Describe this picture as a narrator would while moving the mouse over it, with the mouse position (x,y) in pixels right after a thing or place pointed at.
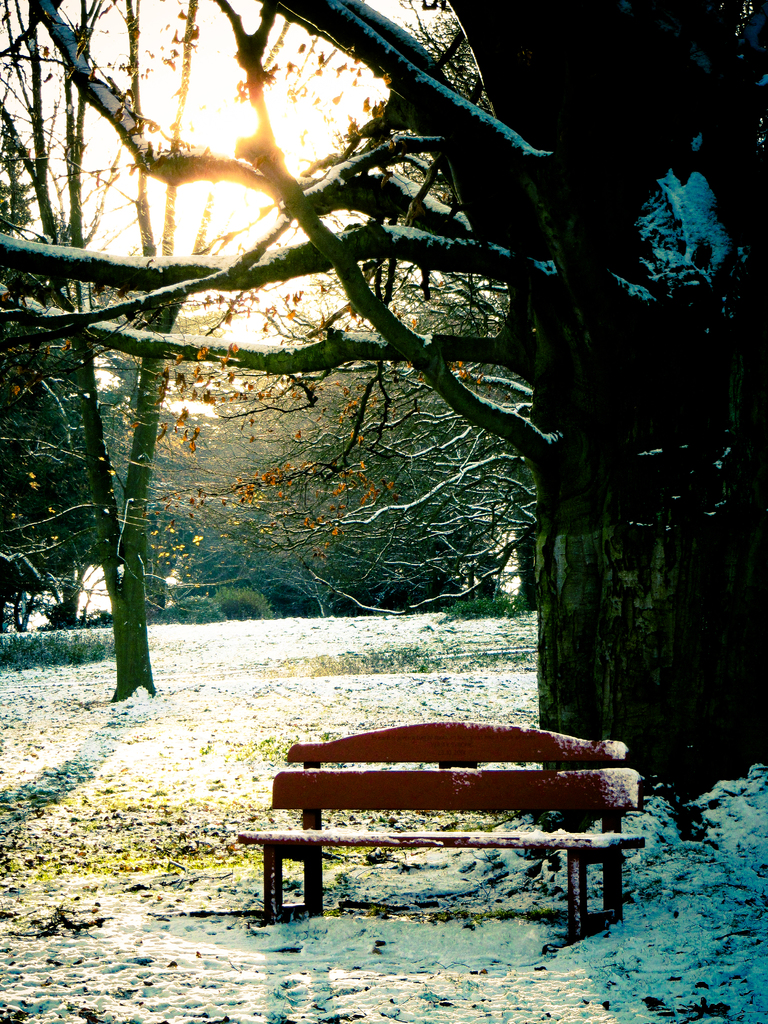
In this image we can see a bench (294,854), snow (325,899), shredded leaves (207,854), trees (401,399), sky (284,312) and sun (211,147).
